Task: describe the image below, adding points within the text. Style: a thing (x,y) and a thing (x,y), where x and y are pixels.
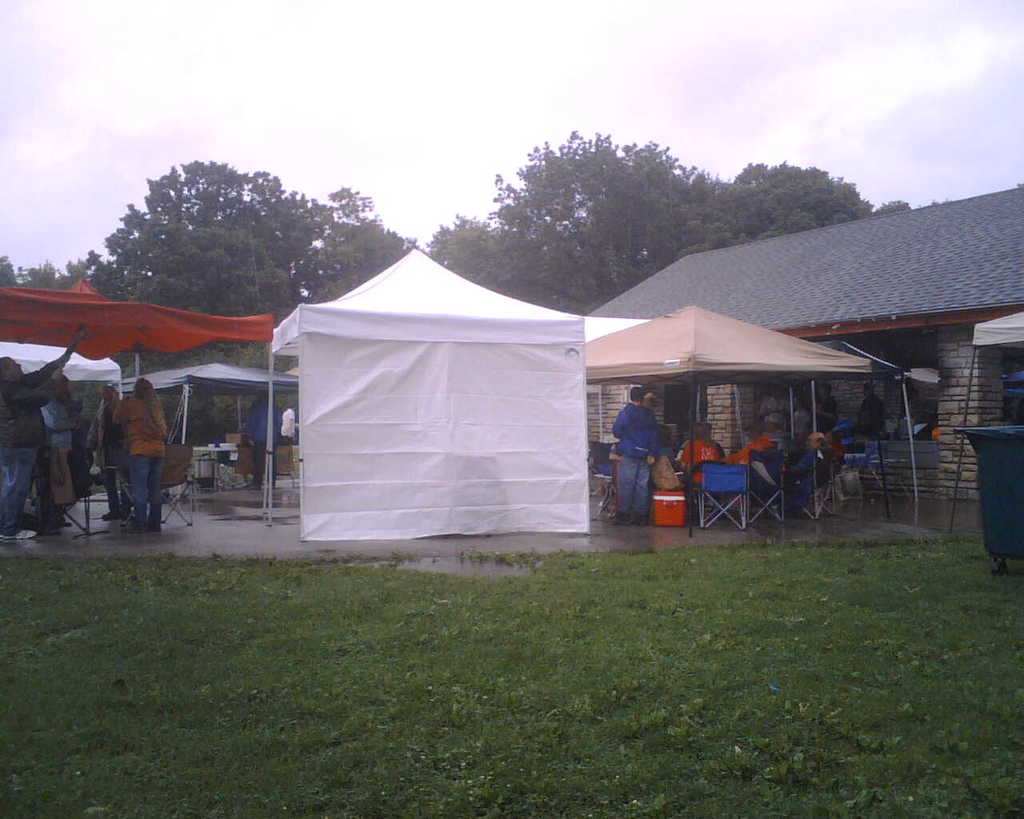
On the ground (356,637) there is grass (794,636). In the back (246,337) there are tents (283,347). Also there are many people (152,418) standing. Some are sitting on chairs (766,508). Also there is a box (674,507). In the background (333,222) there are trees (264,241) and sky (444,56). On the right side (726,269) there is a building (865,248) with brick wall (982,394).
